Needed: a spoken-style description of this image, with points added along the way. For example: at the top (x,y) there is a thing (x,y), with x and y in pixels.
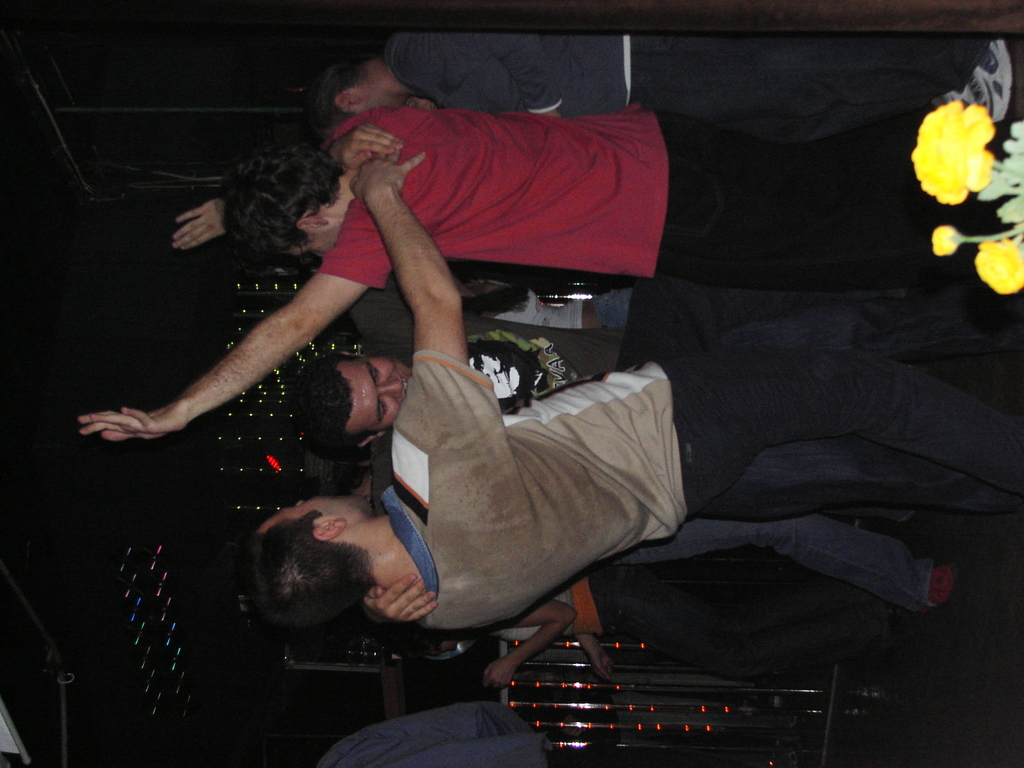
In this image we can see some people (526,435) in a room (645,740) and it looks like there are dancing and we can see some flowers (992,197) on the right side (992,197).
